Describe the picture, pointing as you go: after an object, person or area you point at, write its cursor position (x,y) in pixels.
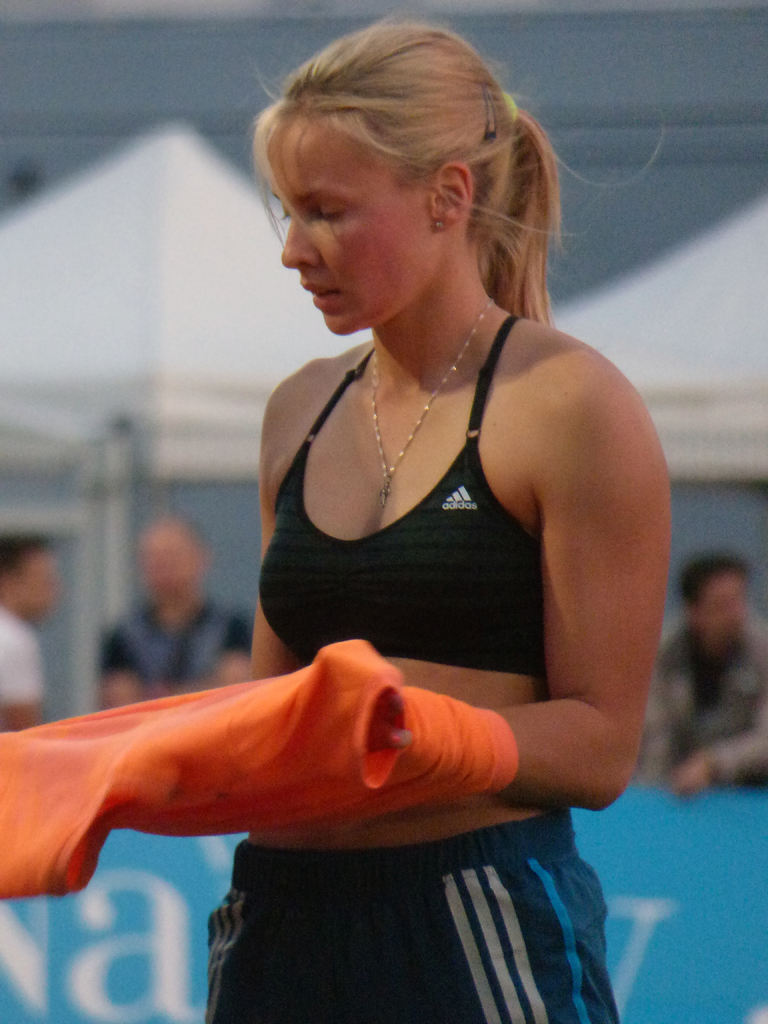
In this picture we see a woman (287,986) in black sportswear (309,874), holding an orange T-shirt (250,754).
